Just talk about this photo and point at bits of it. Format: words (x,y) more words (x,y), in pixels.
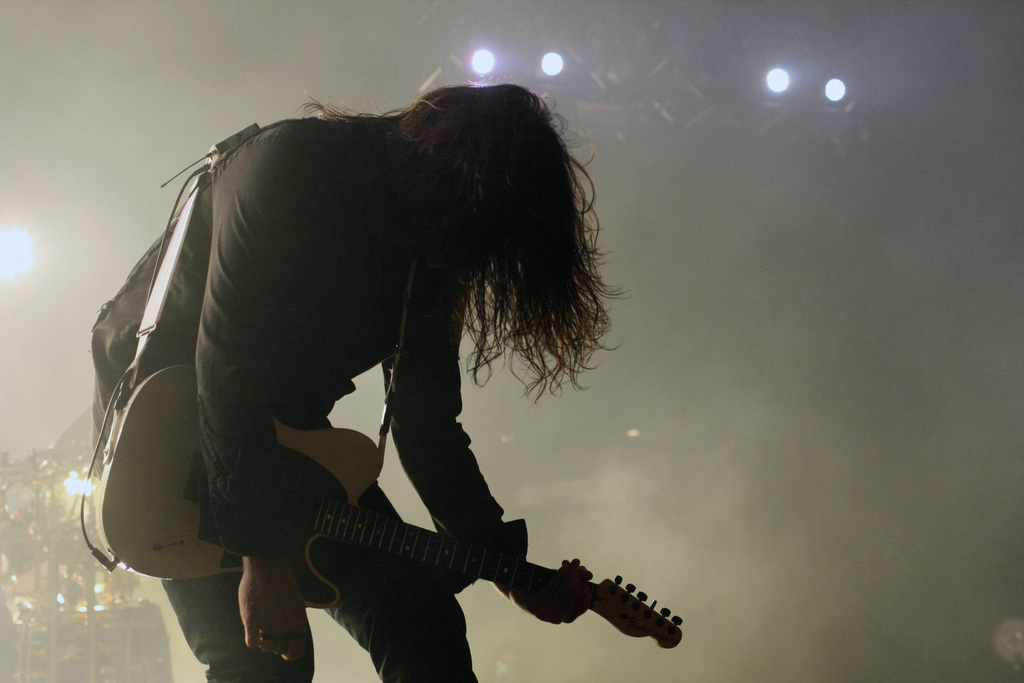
In this image i can see a person (226,643) standing and holding a guitar (162,423) in his hands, i can see he is wearing a black shirt (239,250) and pant (222,616). In the background (88,652) i can see few musical instruments (94,566) and few lights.
